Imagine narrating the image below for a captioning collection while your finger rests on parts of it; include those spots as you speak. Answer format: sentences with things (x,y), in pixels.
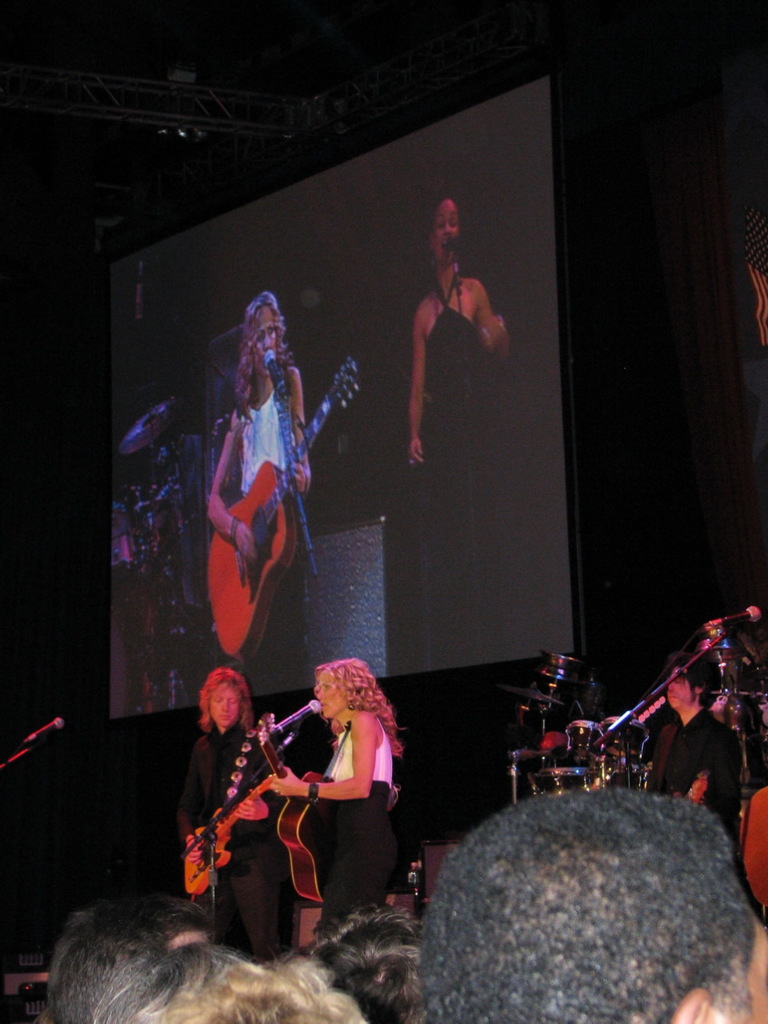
It is a music concert, first the heads (582,869) of the audience (483,873) are clearly visible, on the stage (418,714) there are total three people (730,782) standing, first person (193,793) is playing guitar (193,886), the second person (347,795) she is a woman (373,720) she is singing song and also playing guitar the third person (686,715) is playing guitar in the background (470,531) there is a screen (360,440).
